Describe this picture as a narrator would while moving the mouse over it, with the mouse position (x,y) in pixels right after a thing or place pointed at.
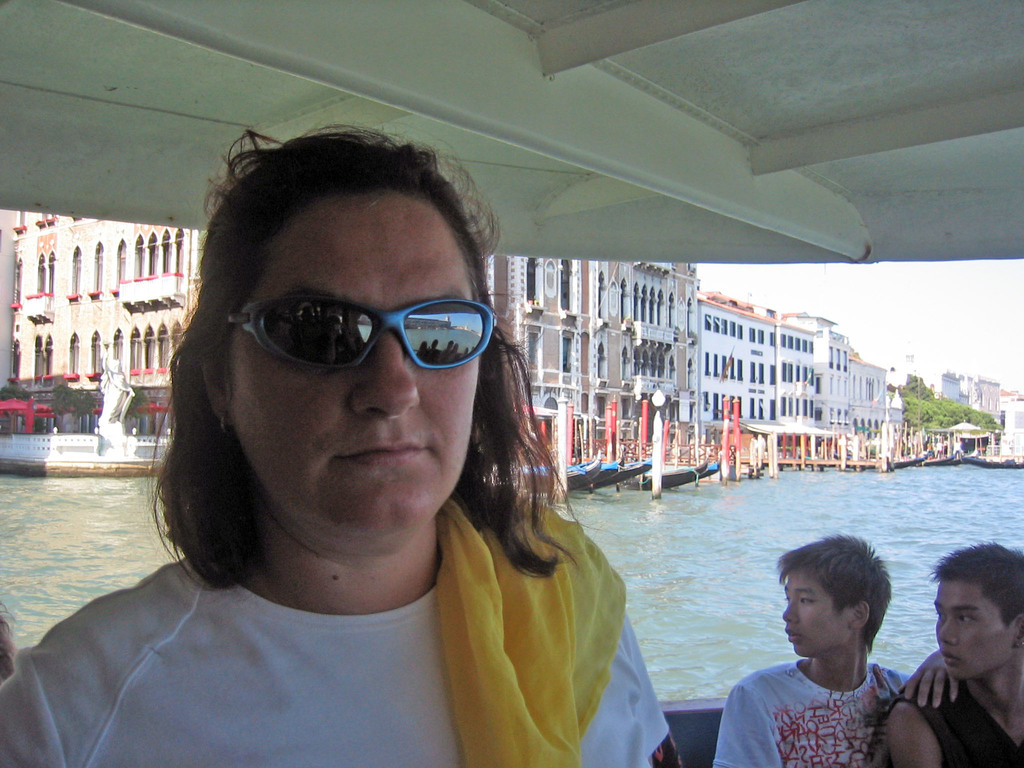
In this image we can see many buildings (705,359) and they are having many windows (818,389). There is a statue (106,414) at the left side of the image (105,399). There are many watercraft (691,470) in the image. There are few people (513,684) sailing in a watercraft (714,721). There are many trees (133,404) at the either sides of the image. There is a sky (998,289) in the image. There is a lake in the image.
